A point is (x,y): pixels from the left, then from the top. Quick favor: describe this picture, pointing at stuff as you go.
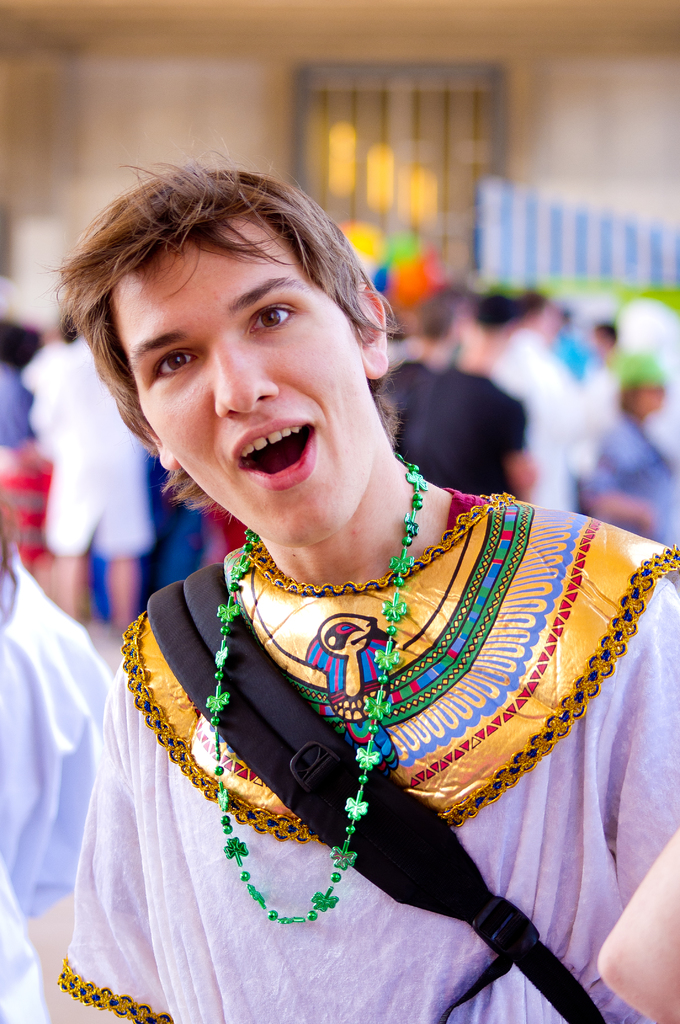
In this image in front (116,760) there is a person (241,502) wearing a bag (365,795). Behind him there are few other people (530,411). In the background of the image (15,57) there is a wall (439,53) with the window (455,170).
